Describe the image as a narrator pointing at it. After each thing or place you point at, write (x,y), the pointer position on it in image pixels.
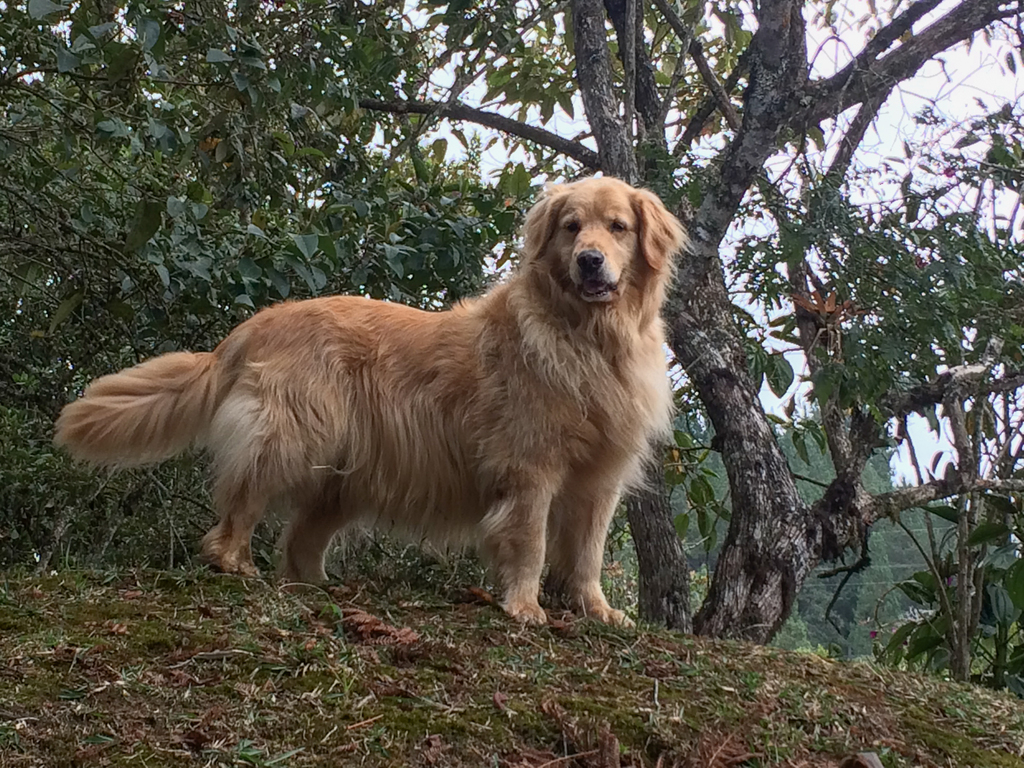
This image is taken outdoors. At the bottom of the image (193,689) there is a ground (163,668) with grass (421,688) on it. In the background (851,626) there are many trees (239,276) and plants (209,523) on the ground (206,691). In the middle of the image (568,264) there is a dog (423,469) on the ground (193,689).
